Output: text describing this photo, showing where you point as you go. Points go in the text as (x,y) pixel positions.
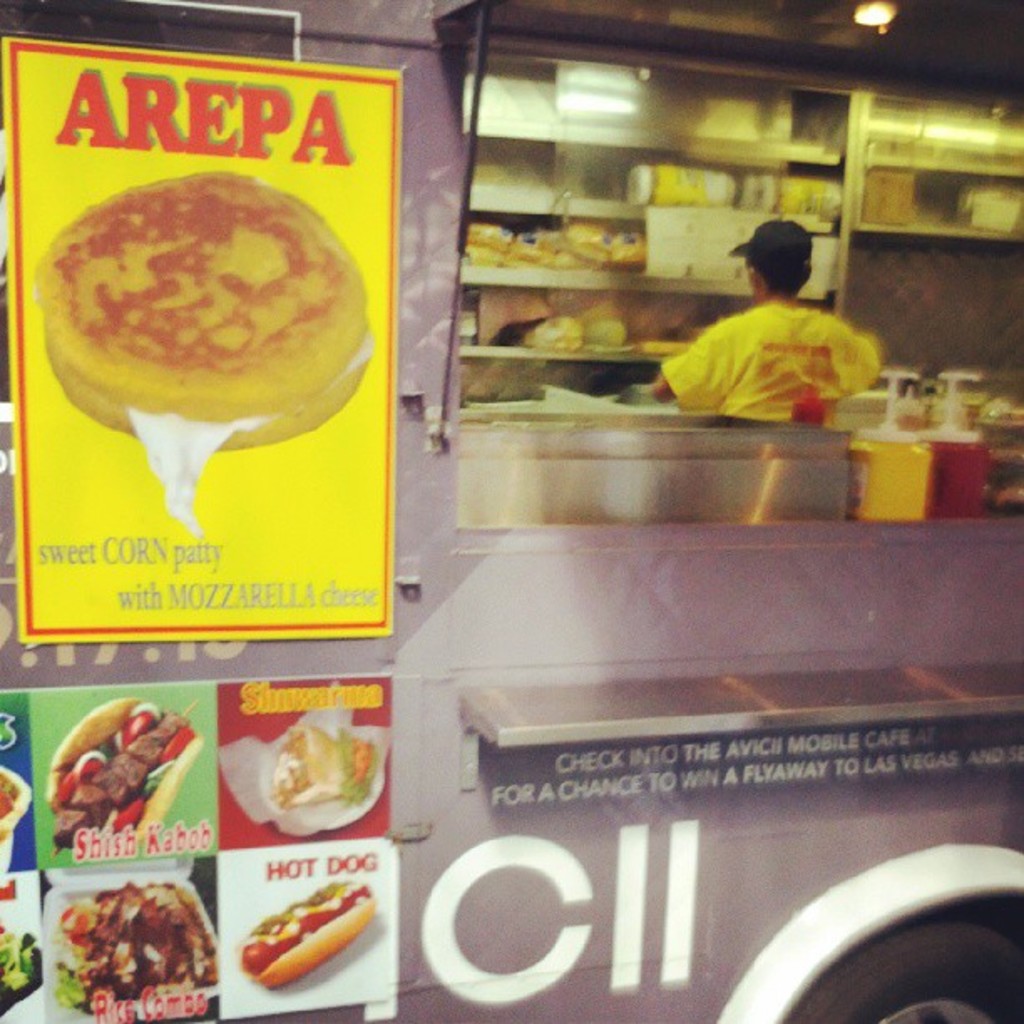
In this picture we can see posters (238,576) on a vehicle (572,612) with a person (735,329) and some objects (703,184) inside it.
